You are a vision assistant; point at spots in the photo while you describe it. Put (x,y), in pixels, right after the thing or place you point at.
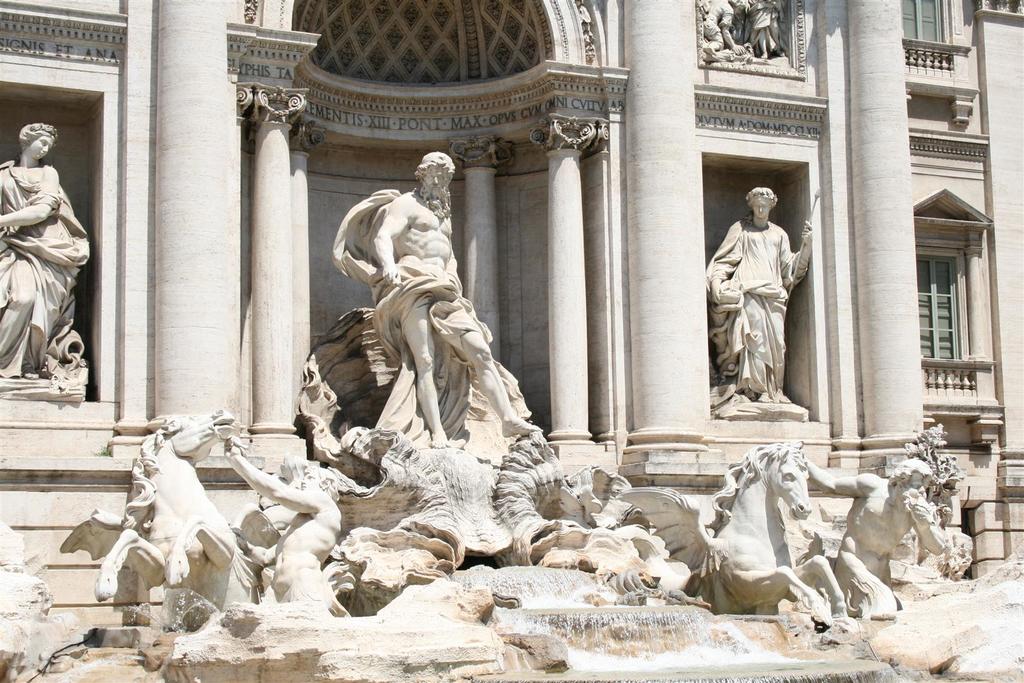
In this picture there is a sculpture (455,304) of few persons (409,243), horses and some other objects (378,490) and there is a building (966,162) in the right corner (901,136).
